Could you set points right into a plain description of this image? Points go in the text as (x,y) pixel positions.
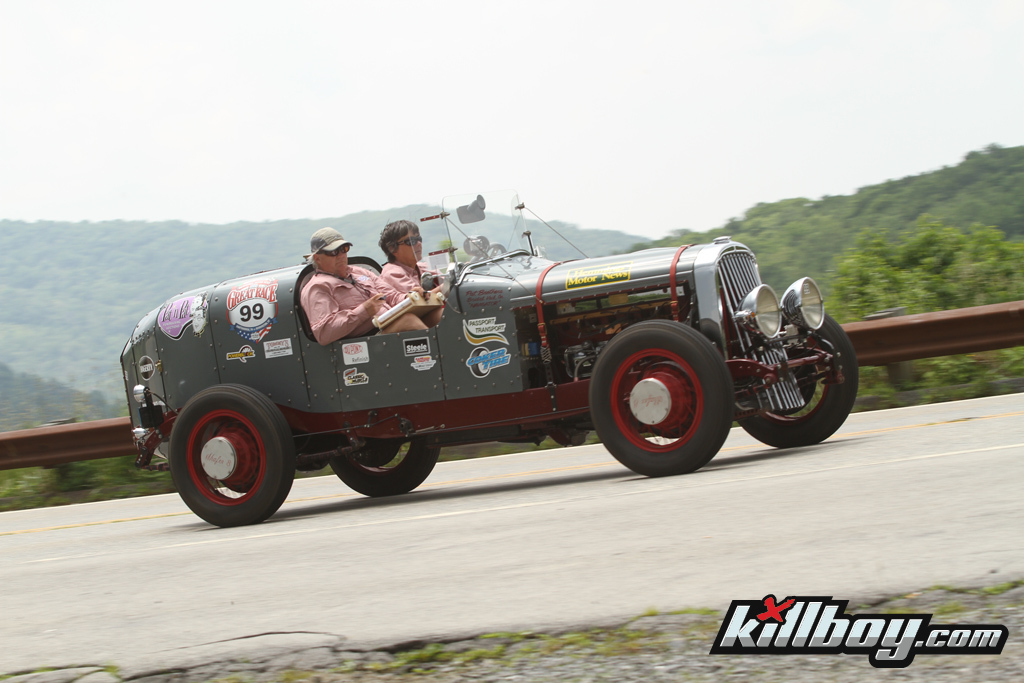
In this picture we can see two persons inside the vehicle (523,387). This is road (512,576). On the background (846,313) we can see some trees (842,256). And this is mountain (162,262) and there is a sky (491,90).
